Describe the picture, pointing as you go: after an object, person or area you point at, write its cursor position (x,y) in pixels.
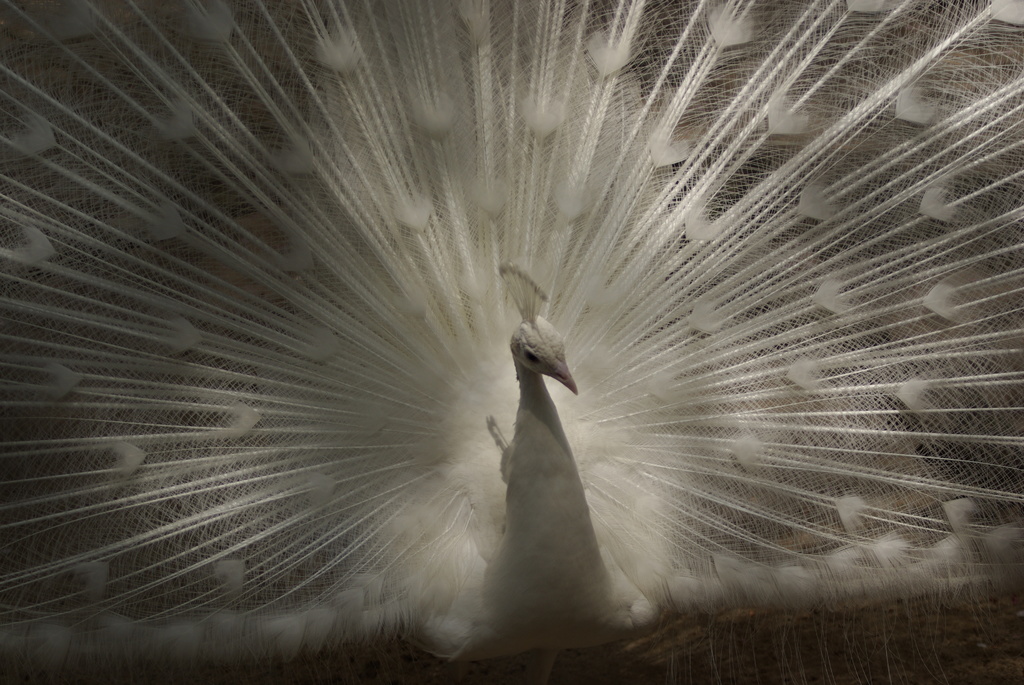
In this picture I can see the white color peacock (677,505). In the bottom right corner (990,670) I can see the floor (891,658).
